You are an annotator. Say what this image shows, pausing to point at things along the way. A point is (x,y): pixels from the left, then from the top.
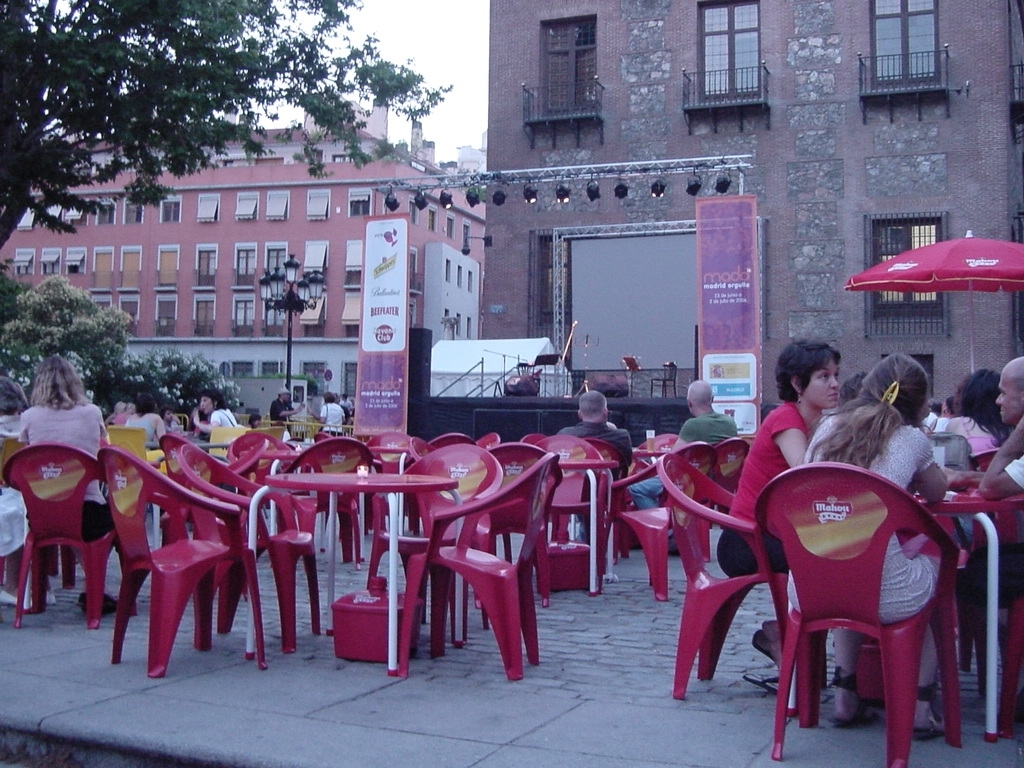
Group of people (1002,484) sitting on the chairs (74,503). We can see tables (989,568) and chairs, banners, stage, trees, lights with pole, buildings (334,205), sky (464,19).
